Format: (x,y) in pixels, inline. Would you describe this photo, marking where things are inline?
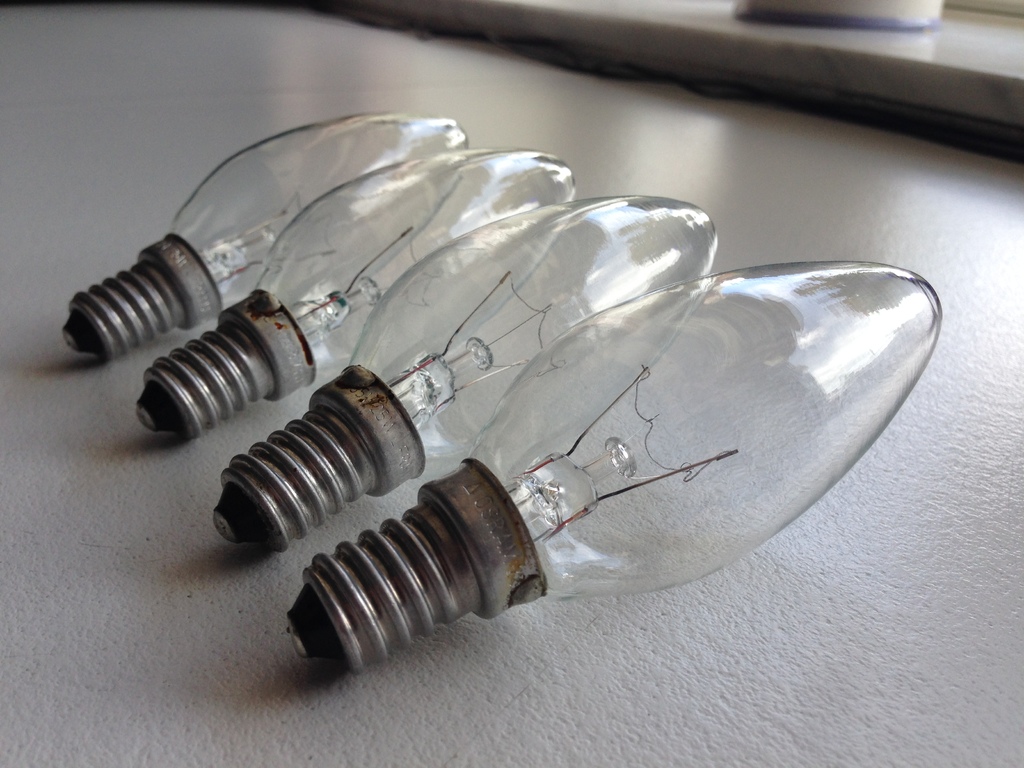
This picture might be taken inside the room (681,371). In this image, there is a table (781,551). On that table (786,563), we can see four bulbs (505,291) and the table (976,416) is in white color.
